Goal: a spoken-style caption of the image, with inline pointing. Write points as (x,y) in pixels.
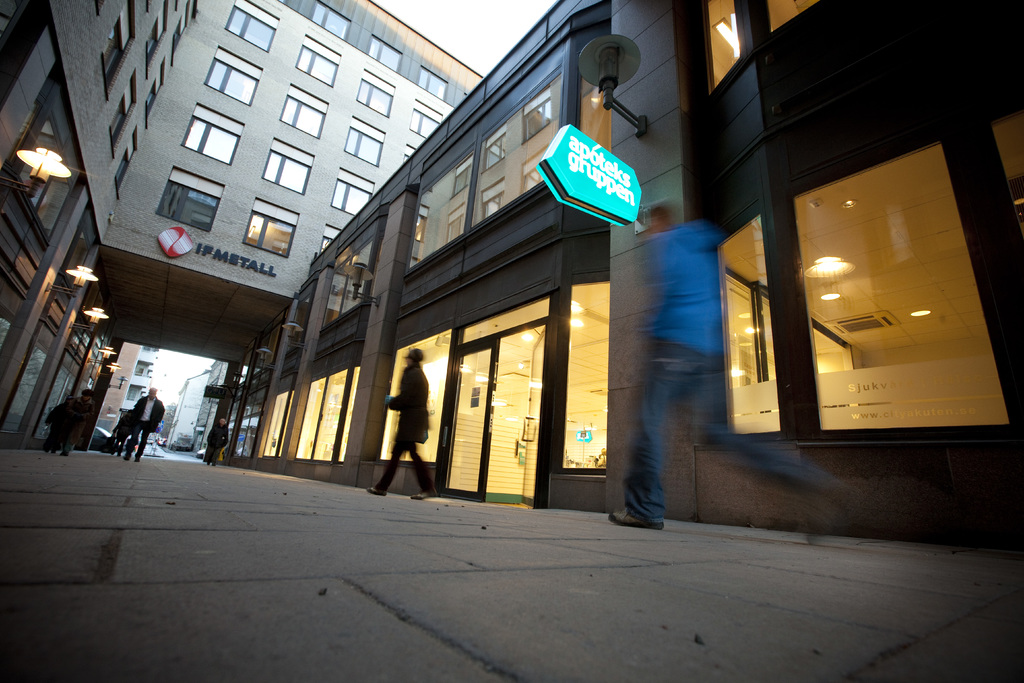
In the image we can see there are people (74,413) standing and there are buildings (336,230) in the area (346,255).
